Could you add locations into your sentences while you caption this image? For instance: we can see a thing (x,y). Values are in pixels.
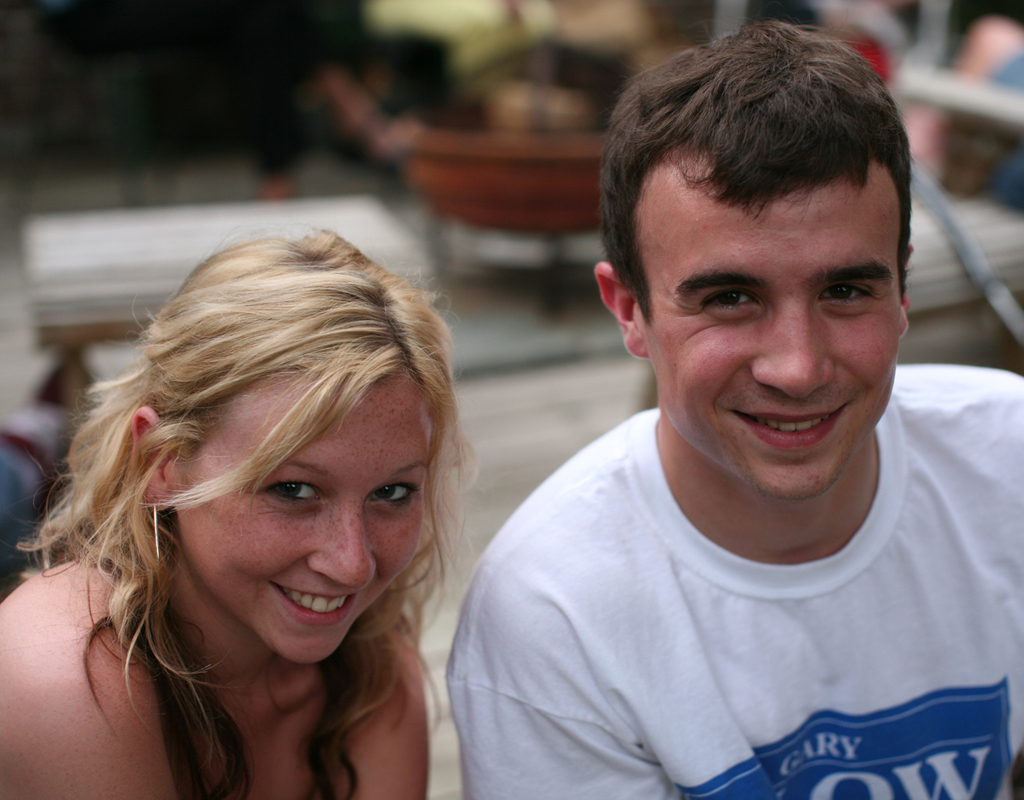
In this picture we can see two persons (740,679), they are smiling and in the background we can see some objects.
